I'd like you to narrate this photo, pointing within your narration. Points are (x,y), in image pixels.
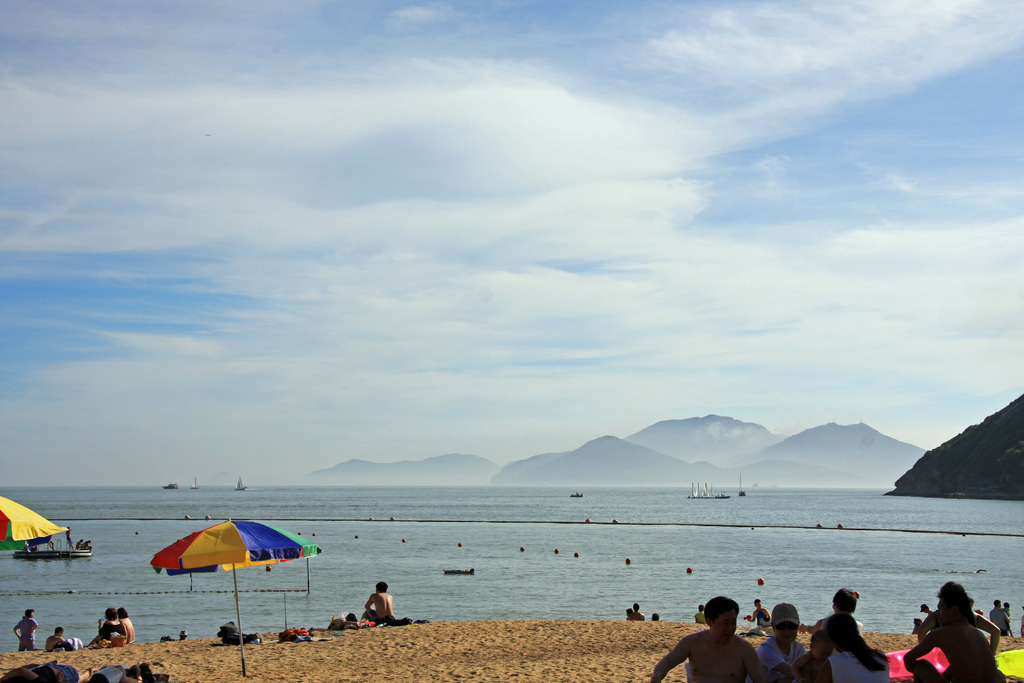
In this image there are people (970,665) sitting on the sand (464,648). There are umbrellas (194,564). There are boats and a few other objects (578,554) in the water (642,519). In the background of the image (907,490) there are mountains (705,473) and sky (71,254). On the right side of the image (898,661) there are some objects (931,659).
